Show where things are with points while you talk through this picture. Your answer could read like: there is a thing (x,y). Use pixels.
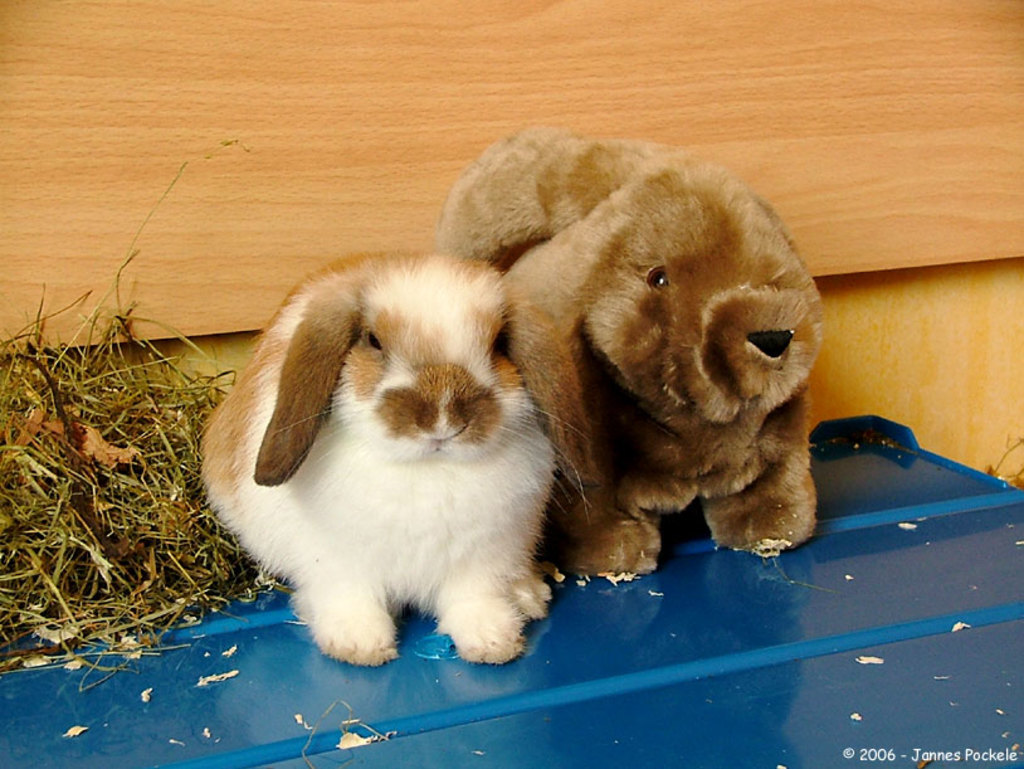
There is a toy (700,417) and beside the toy (729,381) there is a rabbit (414,441) and there is some grass (146,548) kept beside the rabbit (259,552) and in the background (774,200) there is a wooden wall (889,229).
